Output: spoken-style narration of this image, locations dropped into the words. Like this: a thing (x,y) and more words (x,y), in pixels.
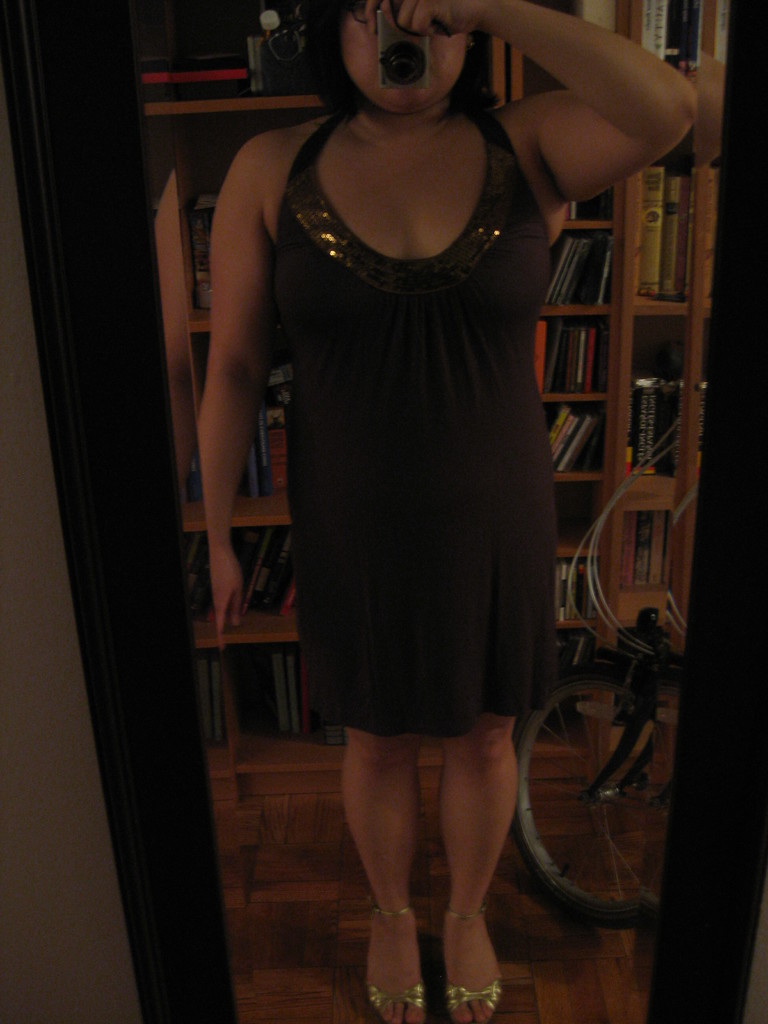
This picture shows a mirror (123,458) and we see reflection (266,289) of a woman (242,417) standing and holding a camera (383,66) in her hand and we see a bicycle wheel (625,736) and a bookshelf (685,303) with books (681,242) on the back (562,300).
